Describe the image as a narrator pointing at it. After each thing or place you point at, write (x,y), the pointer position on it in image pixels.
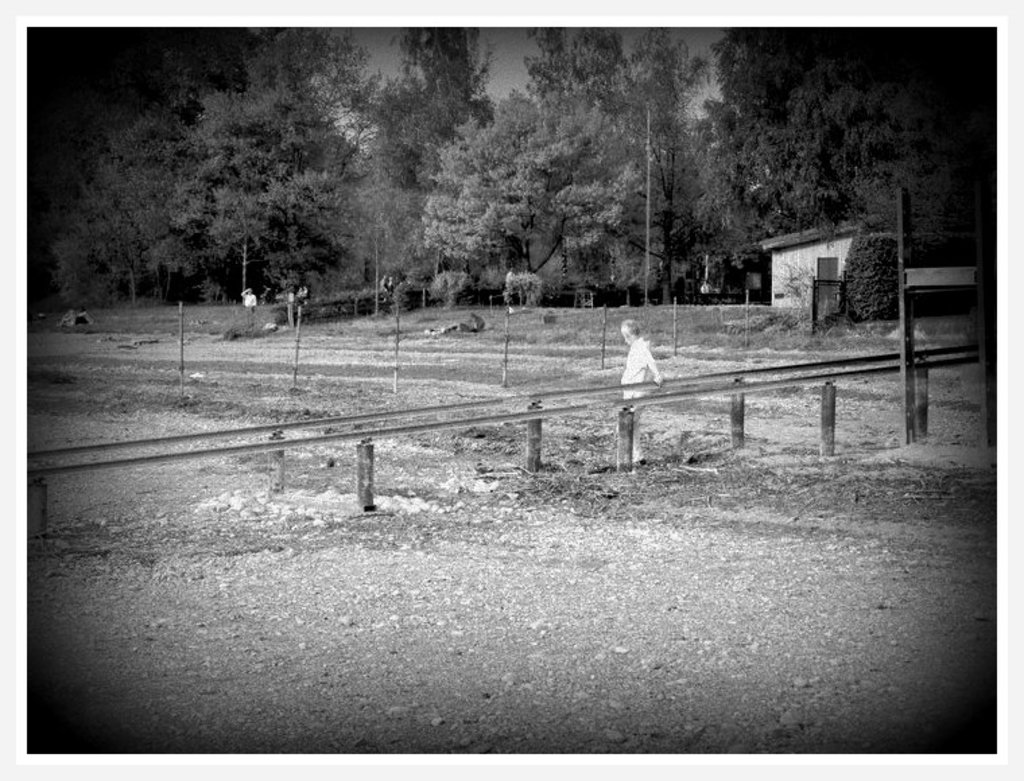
In this image there is a person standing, beside the person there is a wooden fence (484,422) and barbed wire fence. In the background of the image (506,283) there are trees (559,213), lamp posts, bushes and a wooden house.
